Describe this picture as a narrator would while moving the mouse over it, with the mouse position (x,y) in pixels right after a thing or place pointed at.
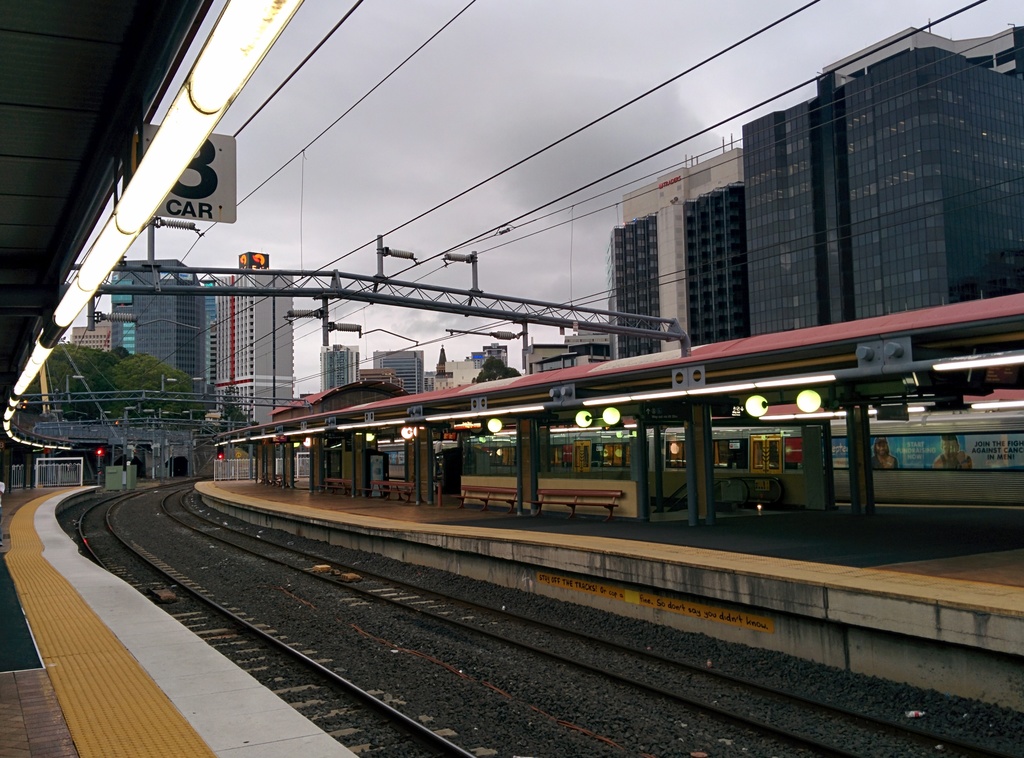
In the foreground (133,526) I can see a train (955,430) on track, platform (473,560), lights (806,409), pillars (826,470), benches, boards (190,205), wires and metal rods (83,377). In the background (242,314) I can see buildings (1001,240), traffic lights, trees (156,369) and the sky (514,246). This image is taken may be on the platform (93,738).
